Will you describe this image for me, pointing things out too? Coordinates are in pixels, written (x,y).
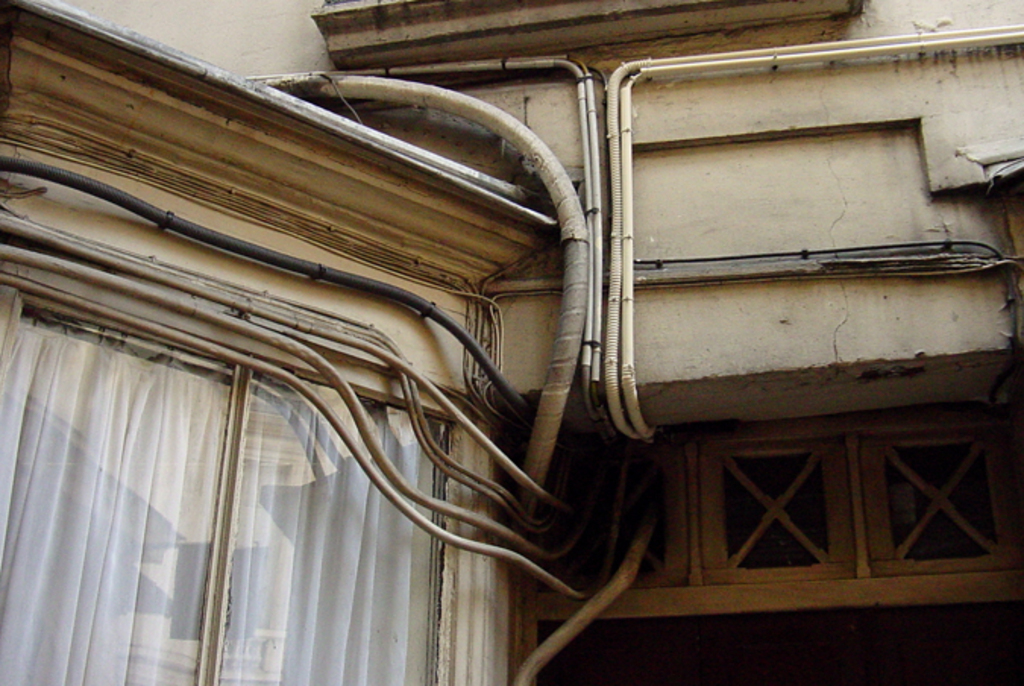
In this image I can see a building (642,360) and number of wire pipes (616,245). I can also see a white color curtain (148,415) on the bottom left side (22,505).
